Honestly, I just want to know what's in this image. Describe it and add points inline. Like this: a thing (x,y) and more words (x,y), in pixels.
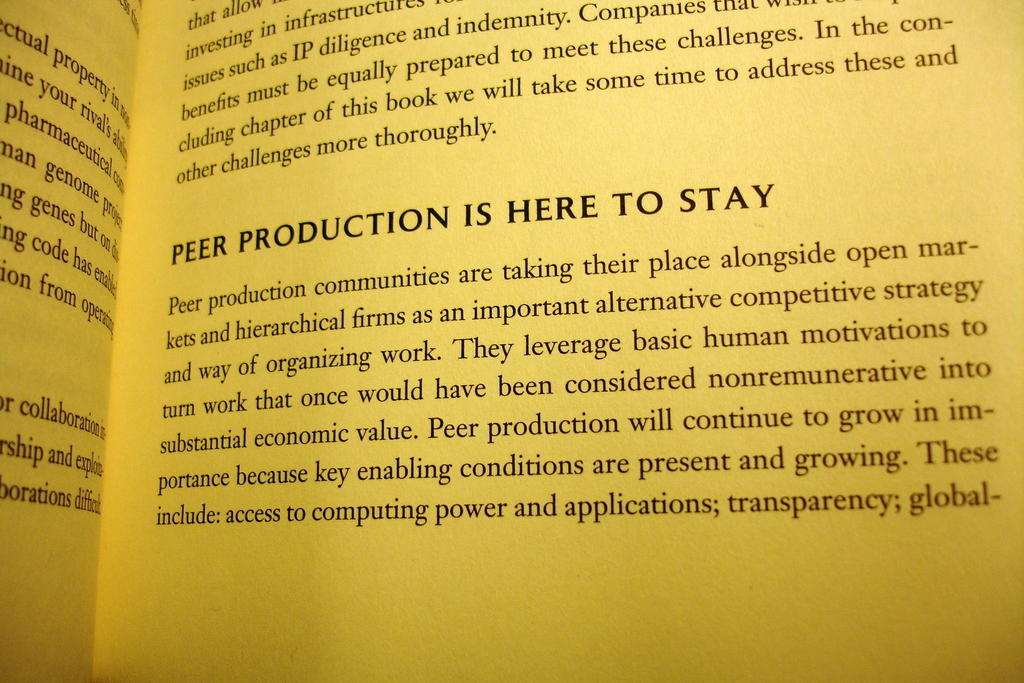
In this picture I can see printed text (261,163) on the papers (546,293).
